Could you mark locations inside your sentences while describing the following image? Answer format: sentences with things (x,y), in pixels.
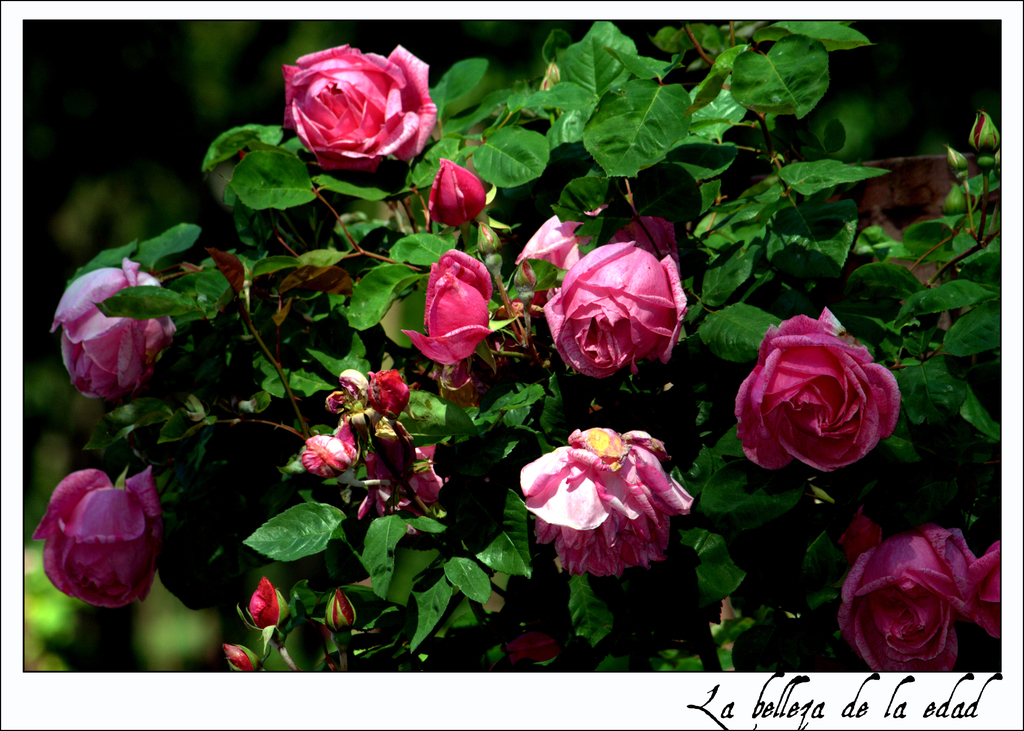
In the image we can see some pink color flowers (323,50) and there are some plants (959,432).
